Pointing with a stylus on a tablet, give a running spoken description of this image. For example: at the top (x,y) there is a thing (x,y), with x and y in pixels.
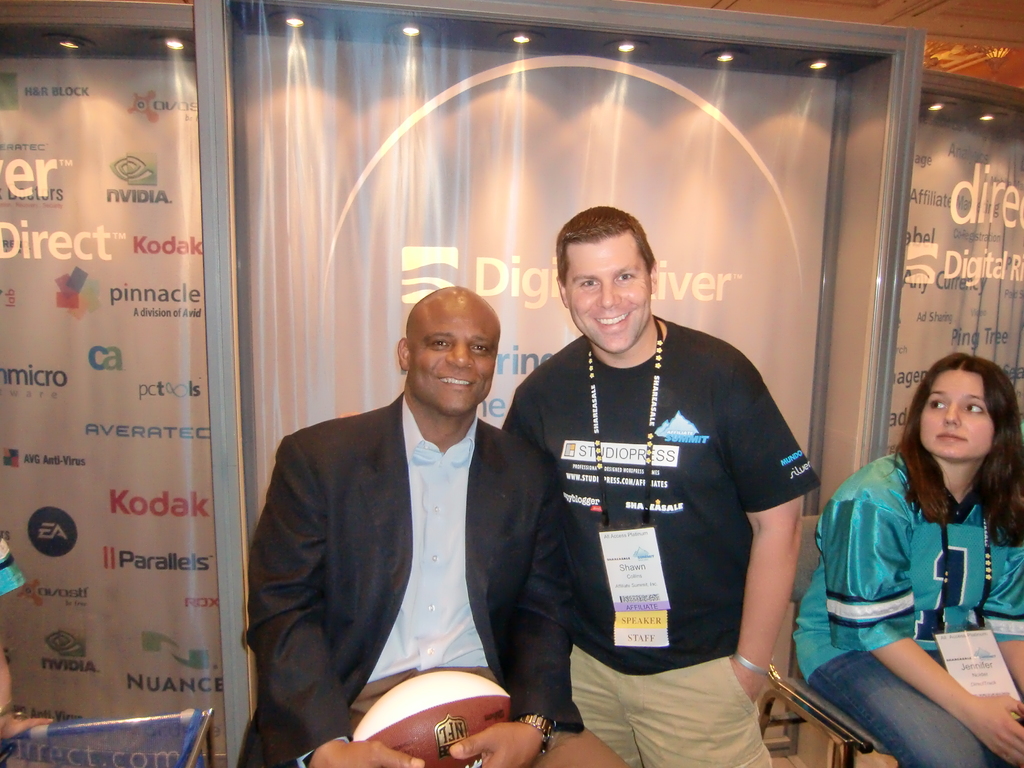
In the center of the image (489,505) we can see a man (517,482) is sitting and smiling and holding a ball (431,708) and wearing a coat (410,521). Beside him we can see another man (589,540) is standing and smiling and wearing a dress (683,491), id card (616,536). In the background of the image (42,276) we can see the boards (470,197), lights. On the boards (501,122) we can see the text (1012,225) and logos (977,260). On the right side of the image (873,572) we can see a lady (971,590) is sitting on a stool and wearing a dress (1013,610), id card (961,647). In the bottom left corner (156,764) we can see a person's hand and table (169,750).
